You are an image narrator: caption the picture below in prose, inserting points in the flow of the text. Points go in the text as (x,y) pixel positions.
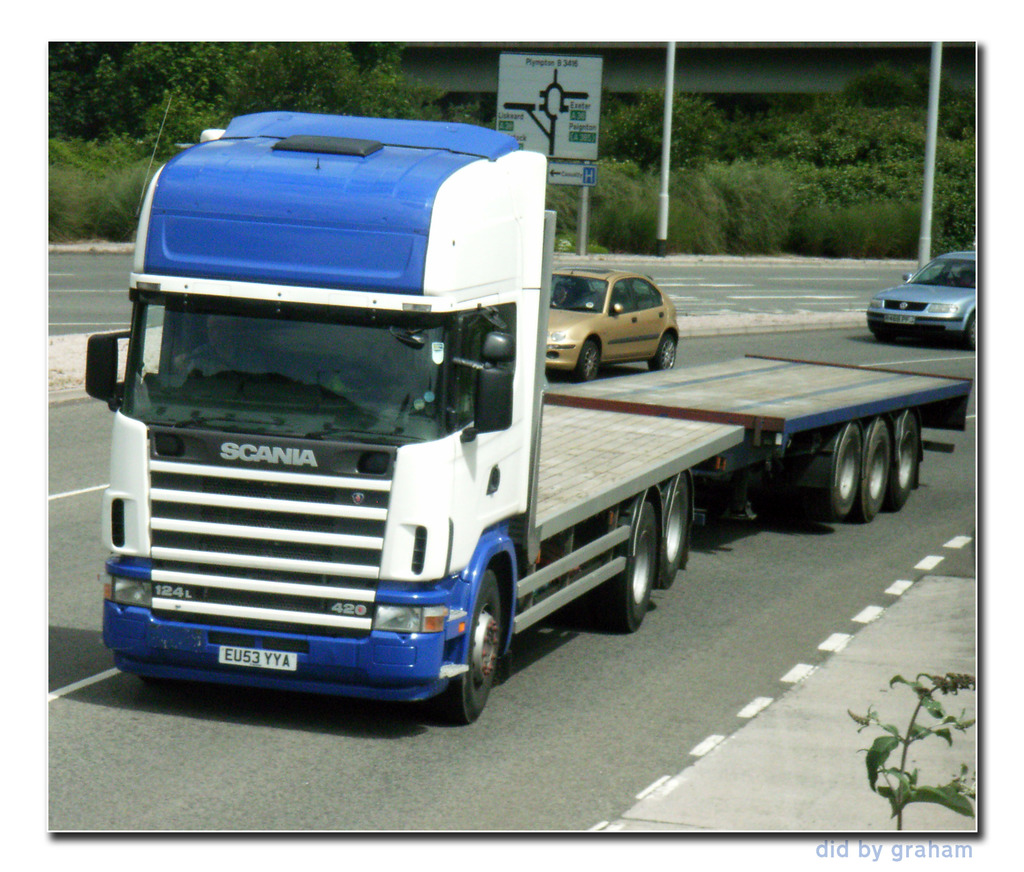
In this image there are vehicles (535,466) on the road (938,538). On the right side of the image (957,805) there is a plant (914,786). In the background of the image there are poles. There are boards (573,162), trees (567,198). There is some text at the bottom of the image (907,844).
